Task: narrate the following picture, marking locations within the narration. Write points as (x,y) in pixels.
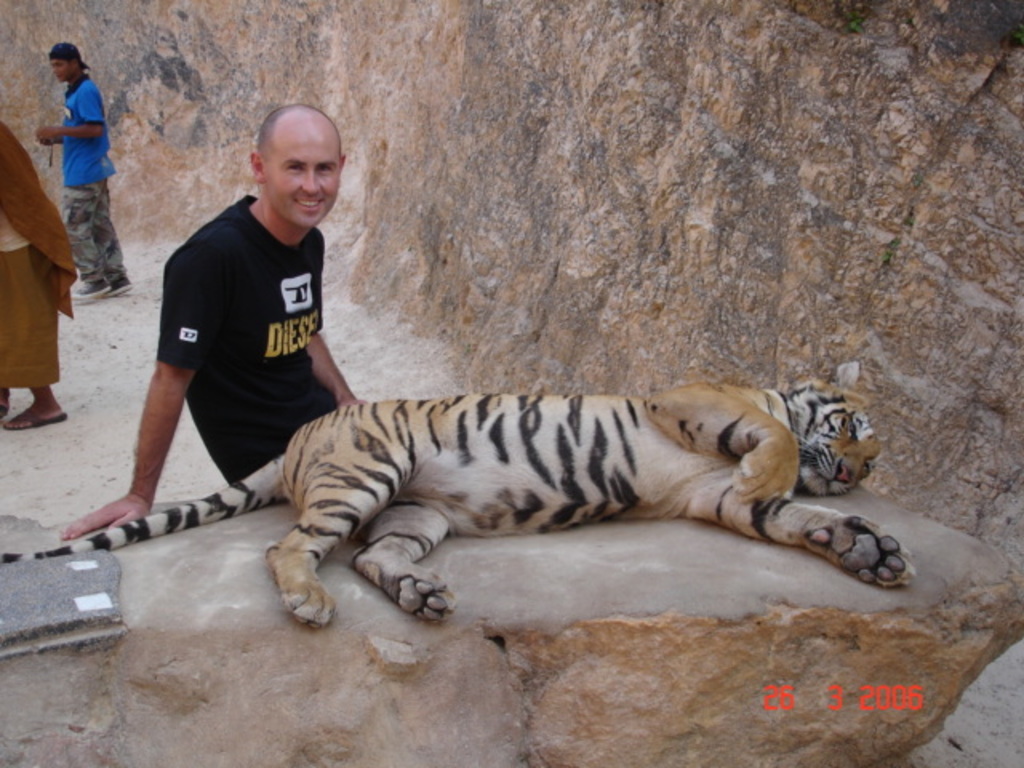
The picture there is a tiger (500,407) laying on a ground (522,542), beside that tiger (790,526) there is a man (248,294) and behind him there are two people (0,237).
